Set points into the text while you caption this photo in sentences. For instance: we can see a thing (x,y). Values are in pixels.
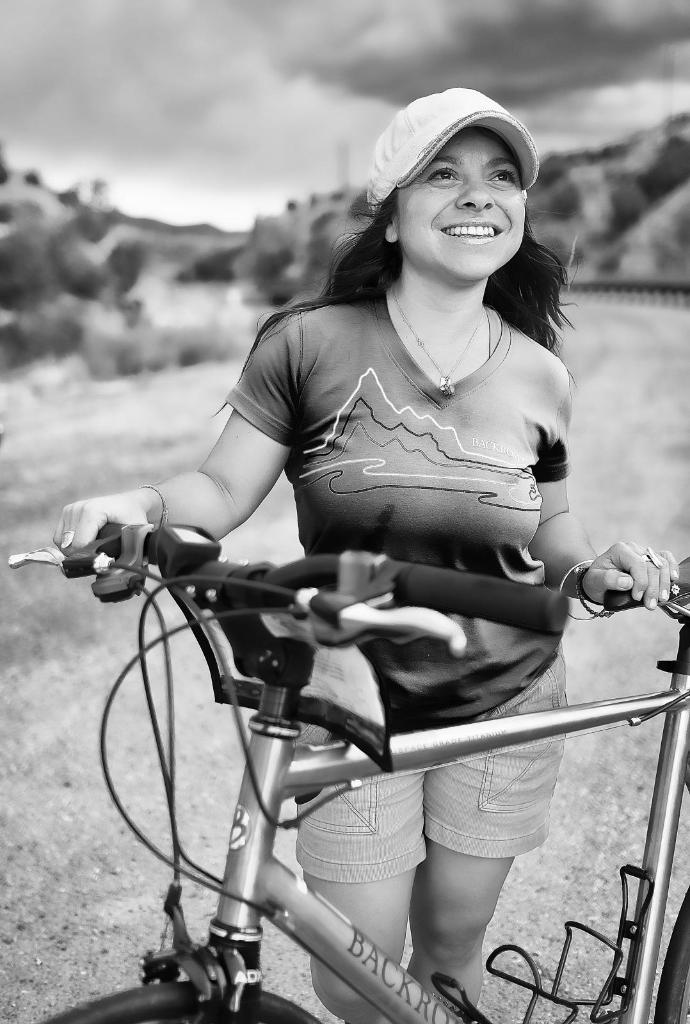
This is a black and white image. In the foreground (244,738) picture there is a woman (404,464) with a bicycle (265,849). The background (618,198) is blurred. In the background (114,299) there are trees (282,249) and hill (614,211). Sky (112,188) is cloudy.
